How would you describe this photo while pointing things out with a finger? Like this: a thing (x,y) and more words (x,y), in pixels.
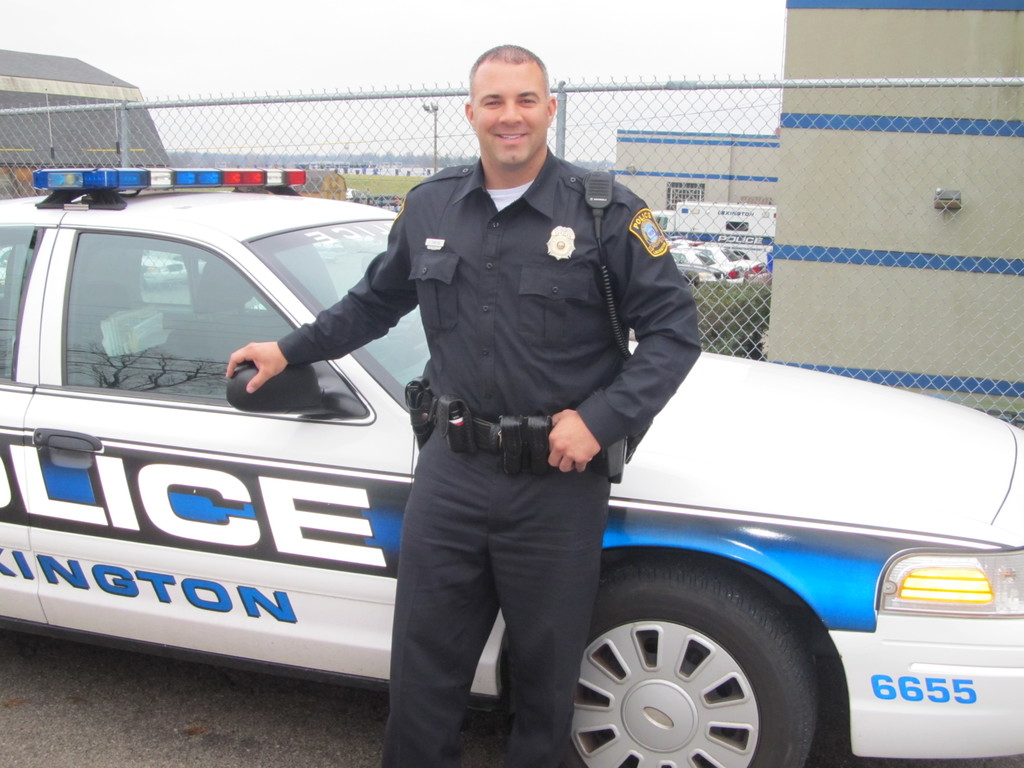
In this picture I can see there is a man (316,342) standing and he is holding belt (505,464) and placed his hand (266,373) on the mirror (303,396) of the car (244,316), there is a car (244,316) behind him with lights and there is something written on it. In the backdrop (853,230) there is a fence (257,101), buildings (917,130) and there are few other vehicles (663,213) at right side (728,253) and the sky (711,21) is grey and cloudy.
